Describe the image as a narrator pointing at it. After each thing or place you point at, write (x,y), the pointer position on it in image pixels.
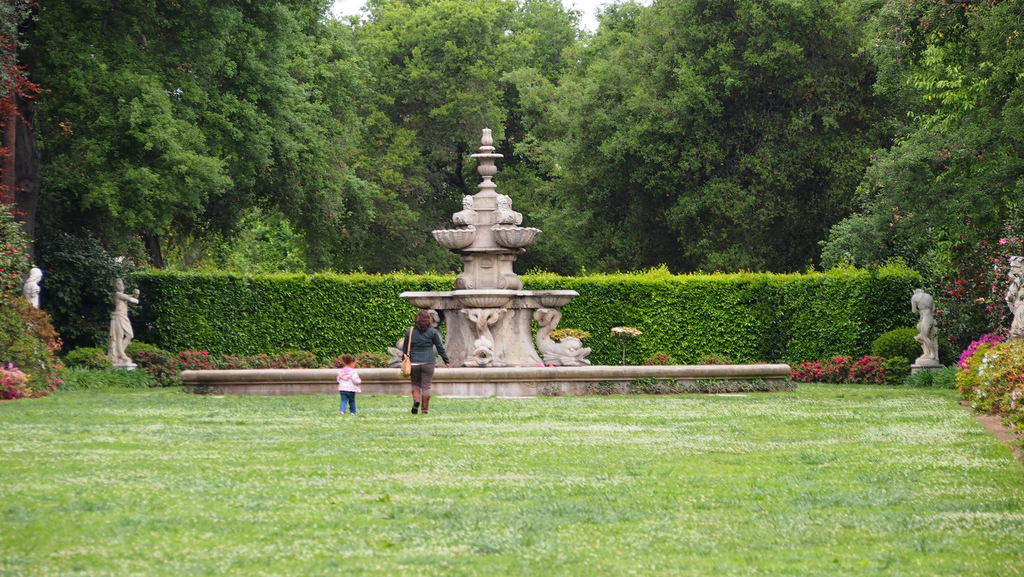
In the center of the image (467,289) there is a fountain (396,392). There are people (343,381) walking on the grass (469,455). In the background of the image (998,149) there are trees (573,124). there are statues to the both sides of the image. There are plants (71,344).
